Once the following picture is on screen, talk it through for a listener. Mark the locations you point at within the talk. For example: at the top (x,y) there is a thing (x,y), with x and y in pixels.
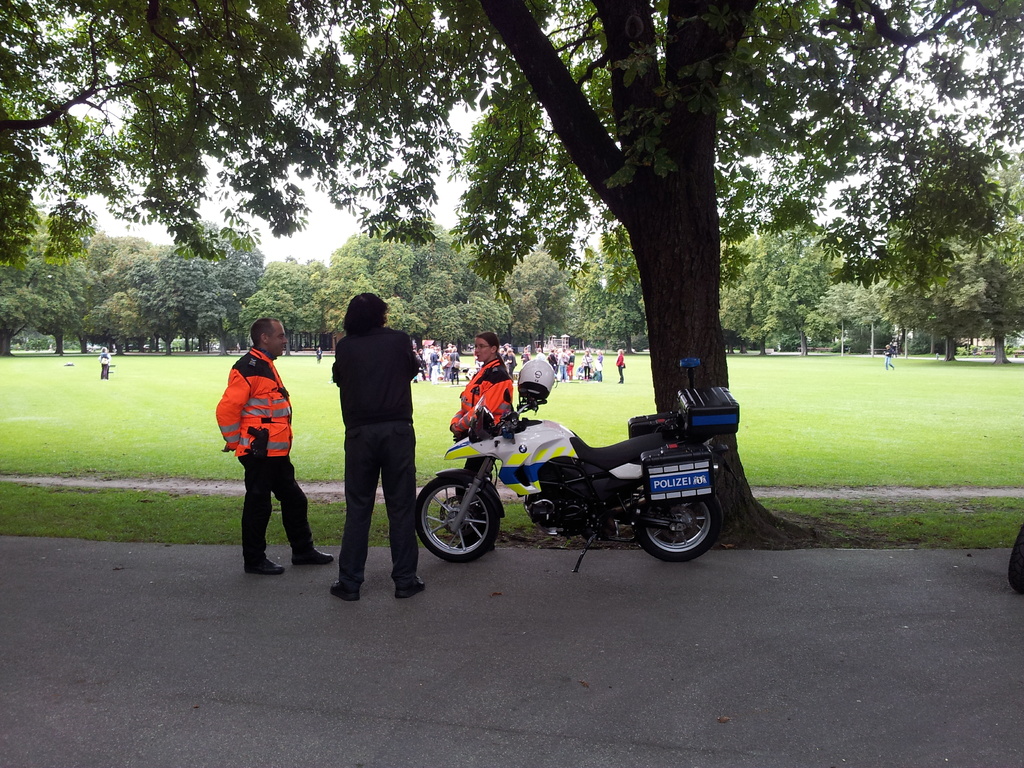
In the picture I can see people (372,373) are standing on the ground (429,423). I can also see a bike (600,488) which has a helmet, box (687,407) and some other objects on the road (537,579). In the background (542,278) I can see trees (516,335), grass (433,452), poles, the sky (827,197) and some other objects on the ground (601,411).
